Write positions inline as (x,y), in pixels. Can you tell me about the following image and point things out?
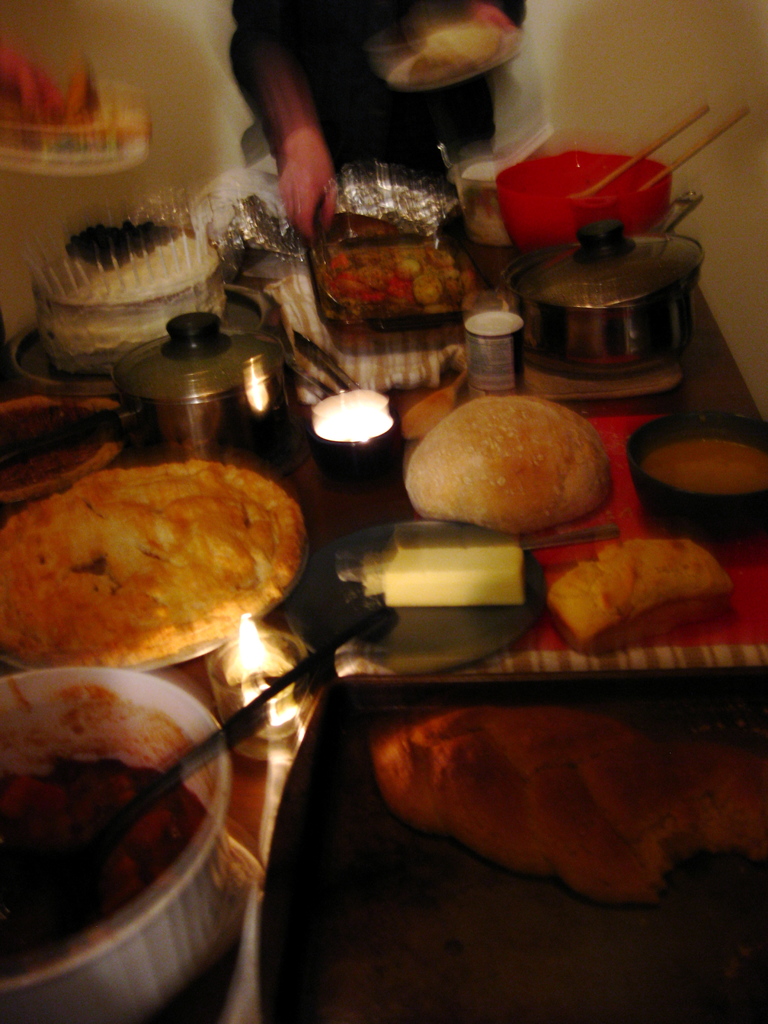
In this image we can see a person (365,113) holding an object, there is a table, on the table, we can see some bowls (650,440), bread (618,546), tin (482,362), boxes (412,288) and other food items (410,751), in the background (6,43) we can see the wall (591,66).
